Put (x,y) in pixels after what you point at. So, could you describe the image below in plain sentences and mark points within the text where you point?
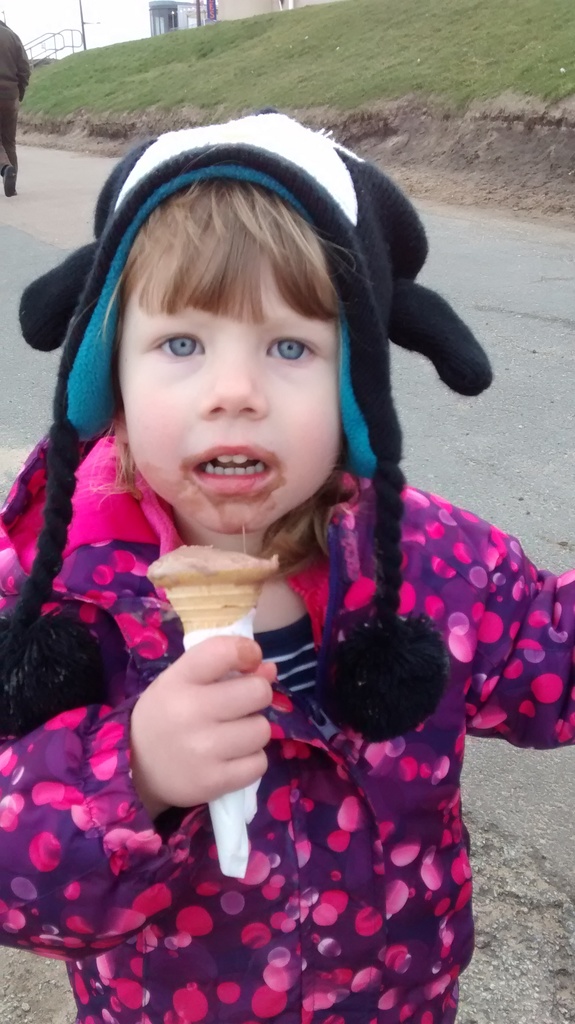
In this image, we can see a small kid (427,599) standing and eating an ice cream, in the background (2,177) there is a road (21,232) and there is a person (2,148) walking, we can see green grass (371,61), at the top (123,6) there is a sky (56,57).
